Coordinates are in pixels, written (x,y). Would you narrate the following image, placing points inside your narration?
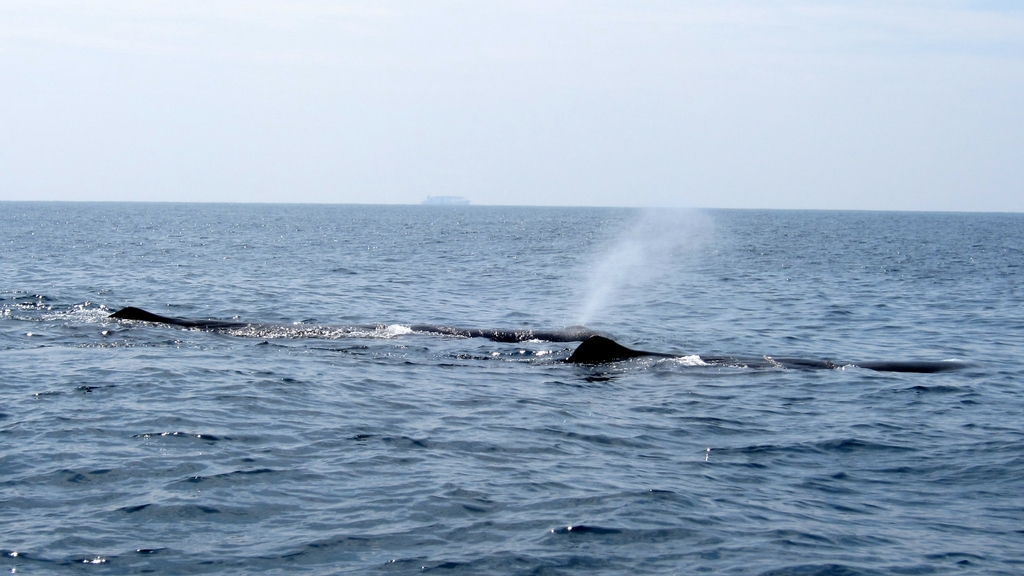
In this image we can see aquatic animals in water (558,352). At the top (451,110) we can see the sky (380,116).
